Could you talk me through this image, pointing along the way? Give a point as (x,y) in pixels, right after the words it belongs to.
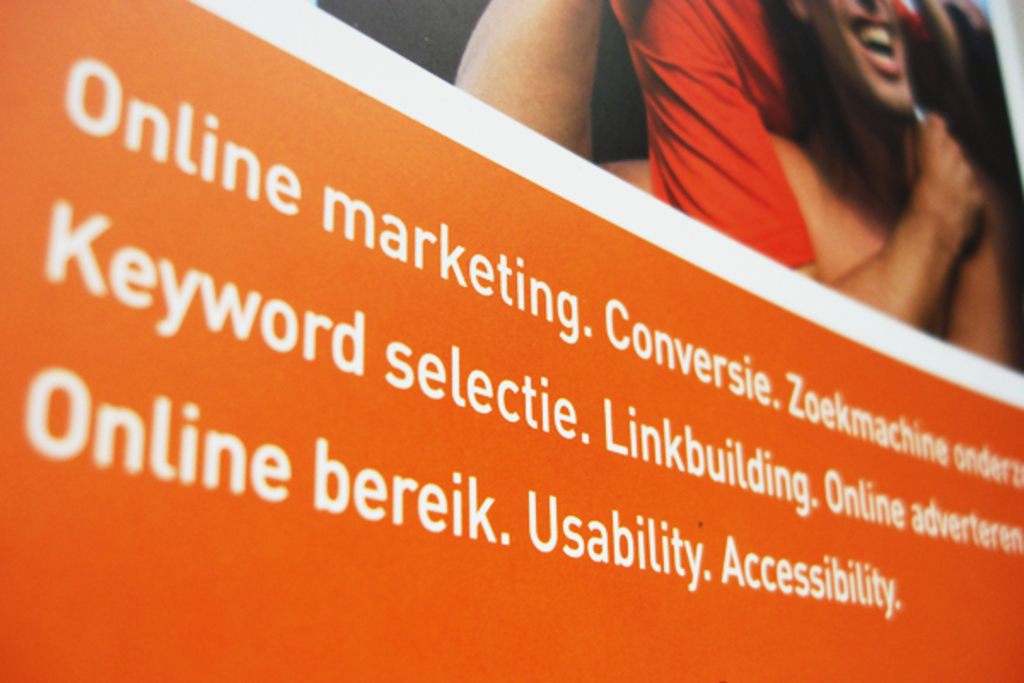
In this image there is a banner (558,68) having some text (525,317) and a picture (764,178) on it. Top of image (687,141) there is a person (829,200). Bottom of image (351,461) there is some text (210,315) on the banner (421,493).
